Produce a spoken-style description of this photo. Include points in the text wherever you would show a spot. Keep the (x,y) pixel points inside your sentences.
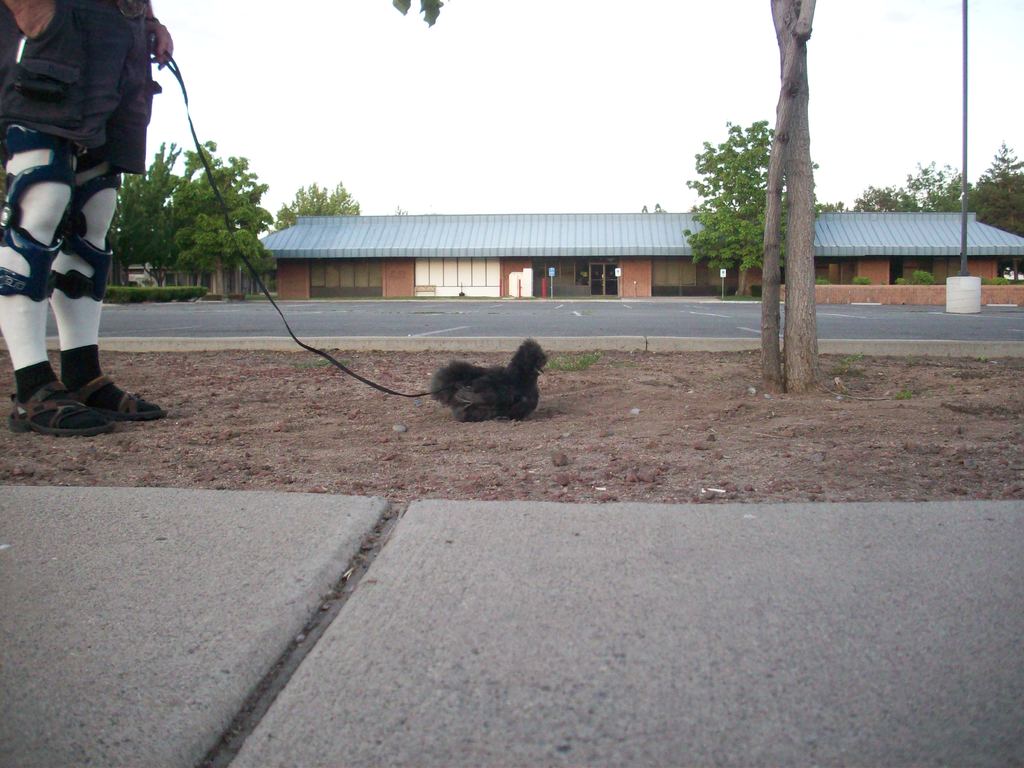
In this picture there is a person (65,176) standing in the left corner (67,172) and holding a belt (185,101) in his hand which is tightened to a chicken (536,374) in front of him and there is a building (591,276) and trees (1019,204) in the background (732,227).
